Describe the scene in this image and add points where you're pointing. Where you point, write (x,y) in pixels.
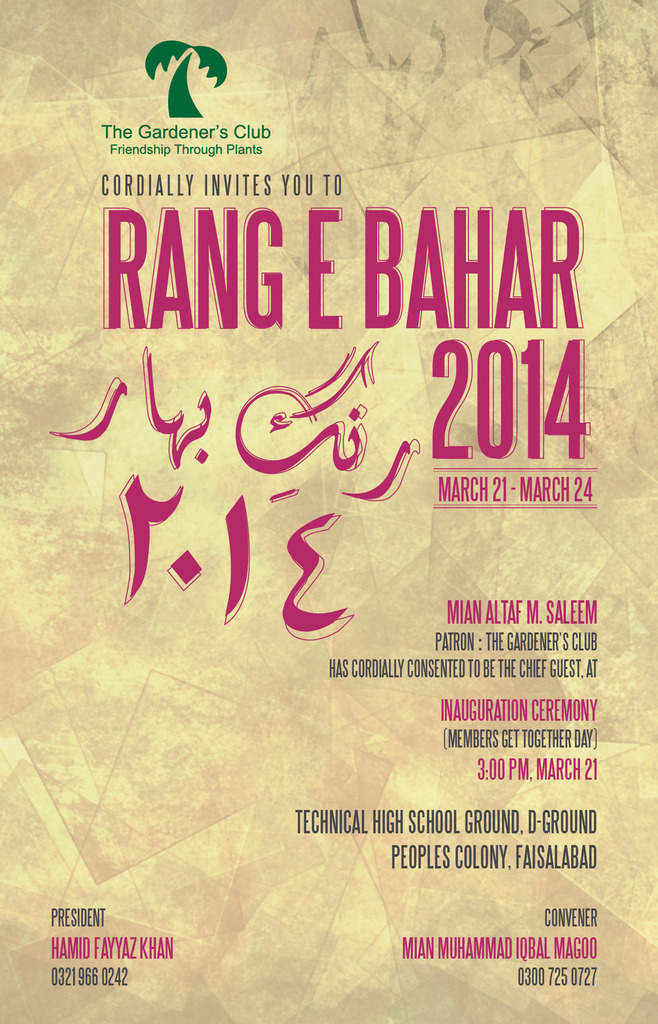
This image consists of a poster (290,611). On this poster (276,421), I can see some text (458,856).
